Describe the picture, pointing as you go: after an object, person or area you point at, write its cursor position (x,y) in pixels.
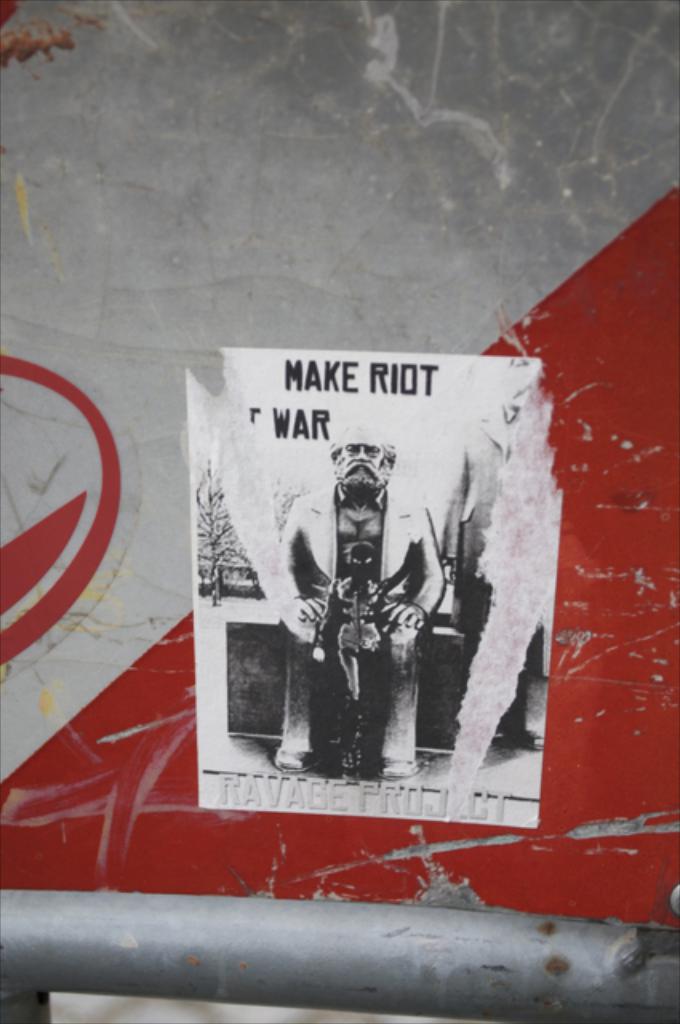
In the center of the image (339,389) we can see poster (325,445) to the wall (60,796).
